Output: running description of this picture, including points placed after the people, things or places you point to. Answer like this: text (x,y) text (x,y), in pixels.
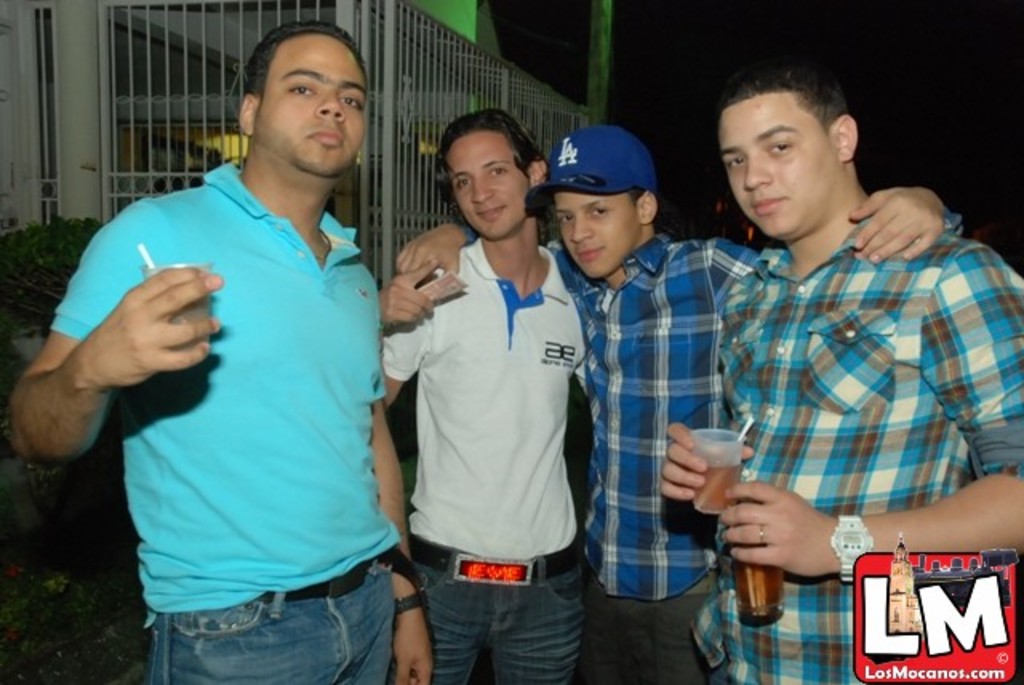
In this picture we can see group of people (588,354), on the right side of the image (793,367) we can see a man (789,363), he is holding a glass (720,504) and a bottle (761,600) in his hands (742,538), behind to them we can see few metal rods (373,90), at the right bottom of the image (947,636) we can see a watermark (922,582).
